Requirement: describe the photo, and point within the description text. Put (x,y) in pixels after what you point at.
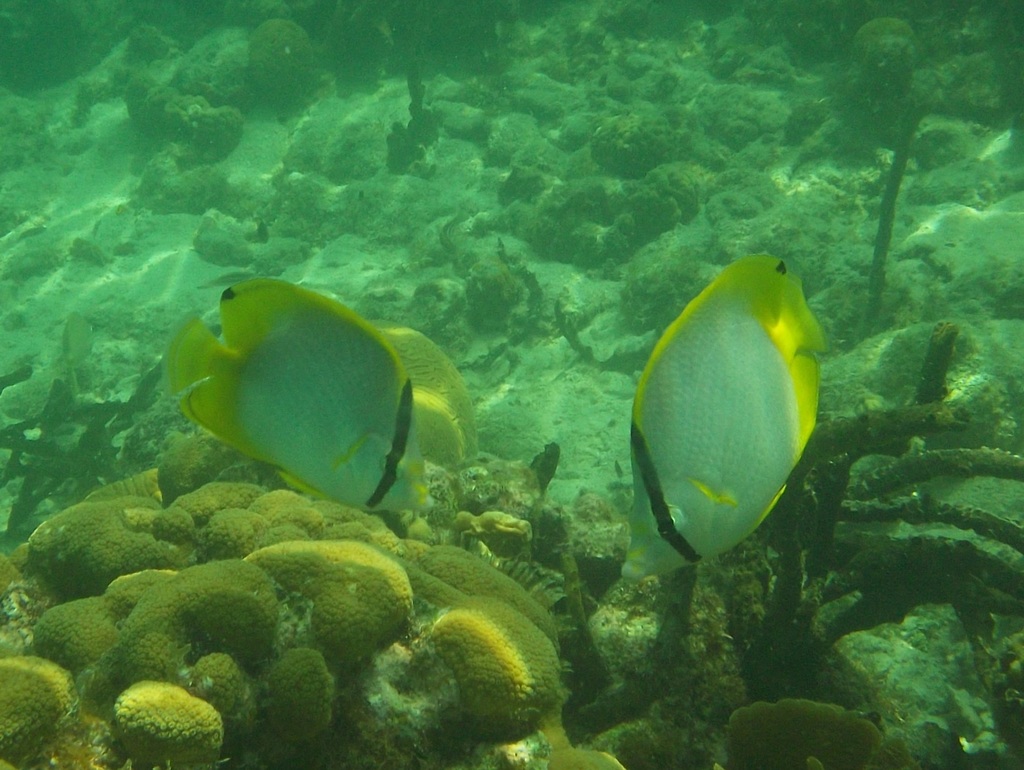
This is an image clicked inside the water (2,327). Here I can see two fishes (334,421) and many plants (1000,674).
